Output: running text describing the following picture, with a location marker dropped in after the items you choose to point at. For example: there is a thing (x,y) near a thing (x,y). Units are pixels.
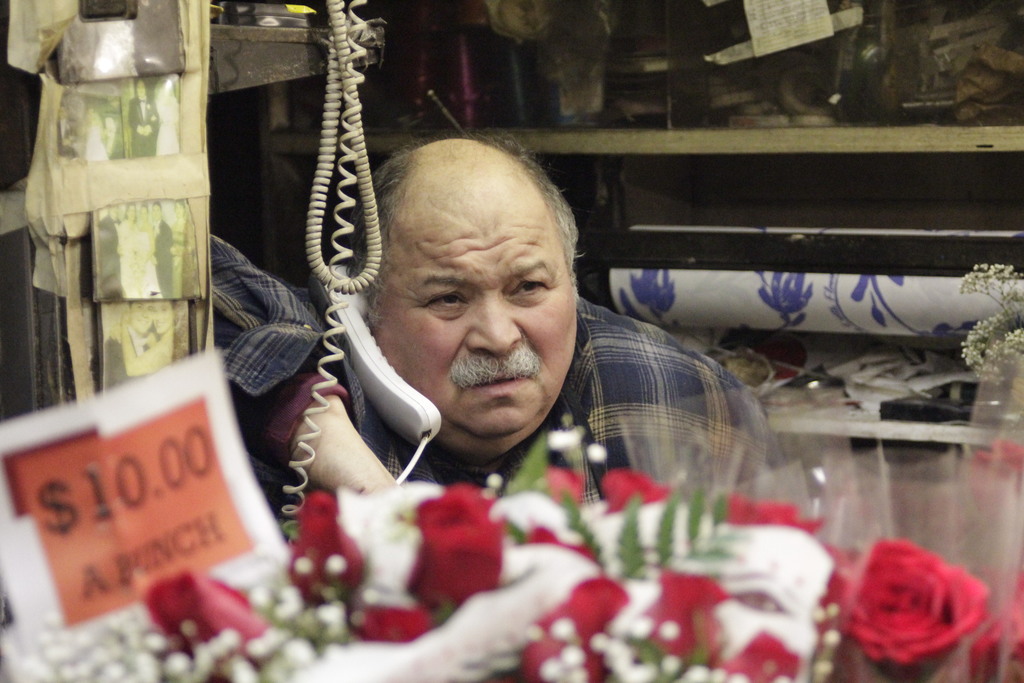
This person (479,301) kept a telephone receiver (377,371) near his ear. In-front of this person (424,361) there are wires (338,246), flowers (632,524) and price tag (218,533). These are pictures (140,87). In that racks (778,138) there are things (579,88).
